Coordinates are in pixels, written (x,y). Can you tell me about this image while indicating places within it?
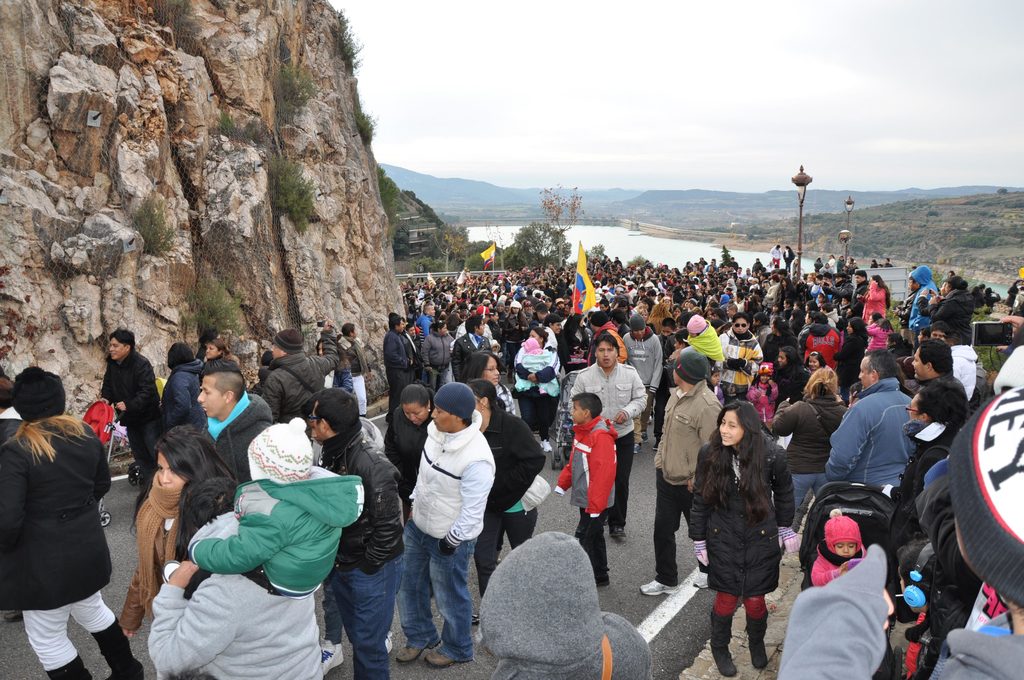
In this image we can see a few people (342,419), among them some people (414,340) are holding the objects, there are some flags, mountains (817,198), grass (816,234), trees (535,235), poles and lights (808,176), in the background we can see the sky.
